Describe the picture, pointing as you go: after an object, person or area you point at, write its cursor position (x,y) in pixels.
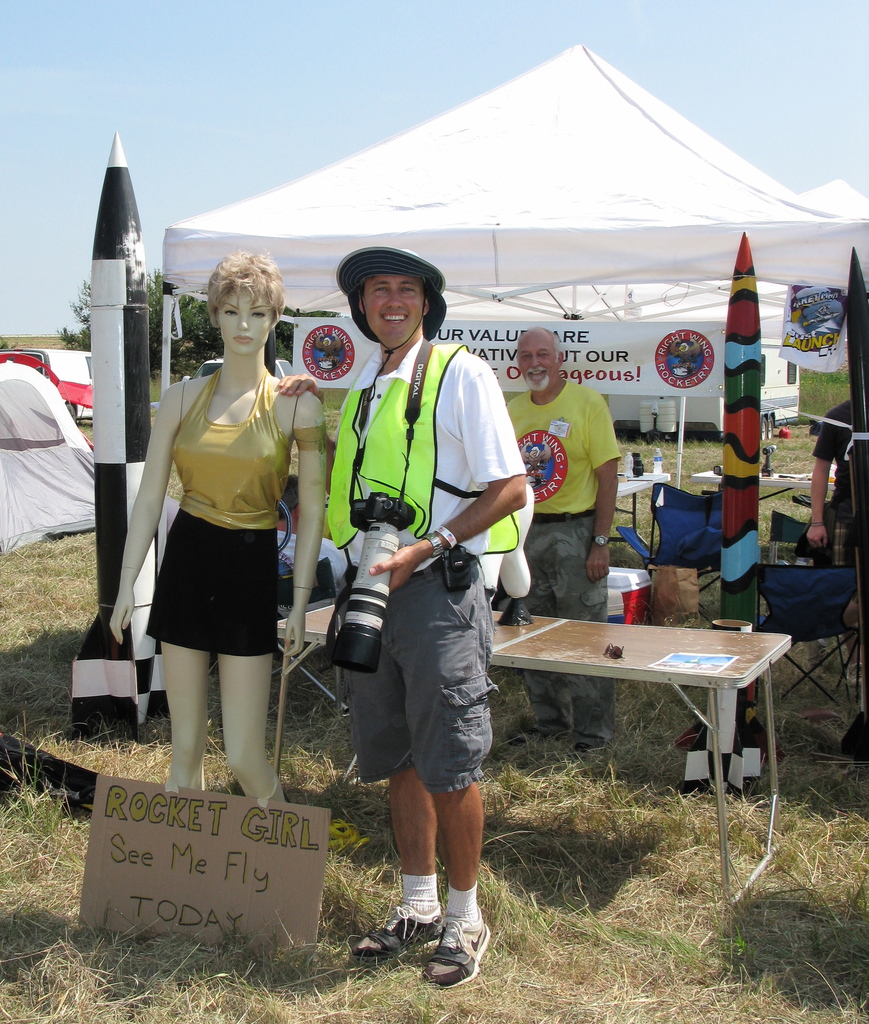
This person (399,444) wore hat (422,290) and holding a camera (373,554). Beside this person (411,292) there is a mannequin (207,592) and an information board (269,804). Background (587,492) there are tents (91,523), tables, rocket (727,460), boards (516,345), person (856,624), trees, bottles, hoarding (682,386) and things (654,593). Sky (454,29) is in blue color. Land (647,517) is covered with grass (645,529).
